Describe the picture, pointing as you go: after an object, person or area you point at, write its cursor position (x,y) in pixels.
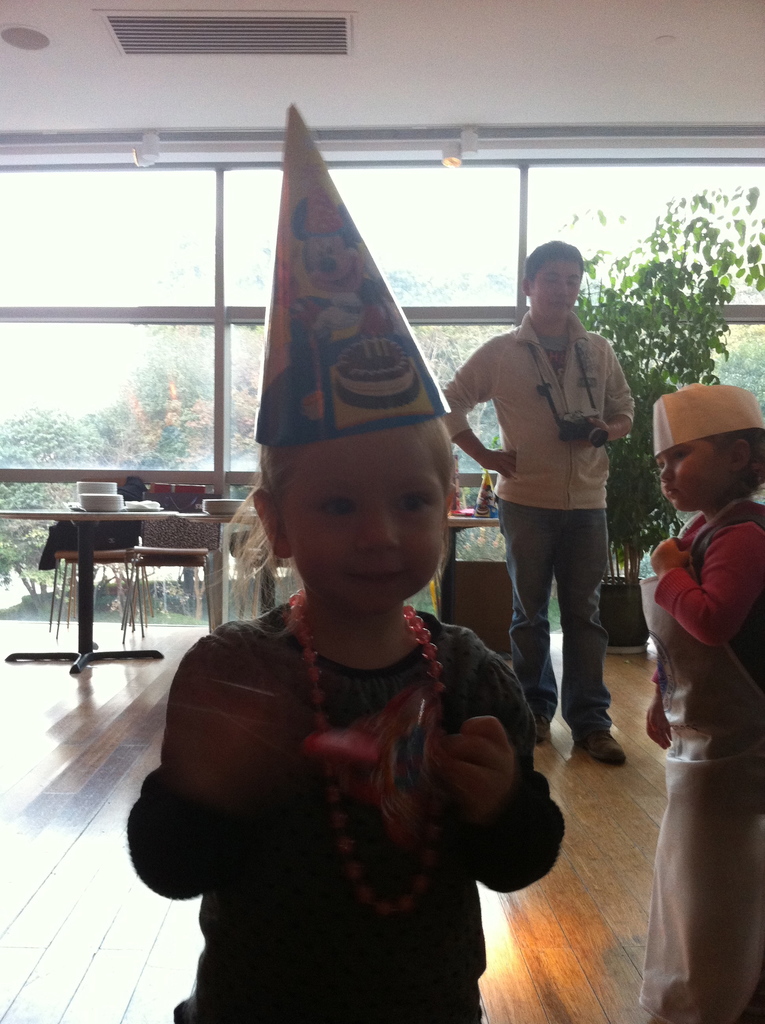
There is one kid (326,757) wearing a birthday cap (326,214) at the bottom of this image (293,803). There are two other persons (558,493) on the right side of this image (652,547) and there is a glass wall (156,397), table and a plant (664,373) in the background (124,381).
